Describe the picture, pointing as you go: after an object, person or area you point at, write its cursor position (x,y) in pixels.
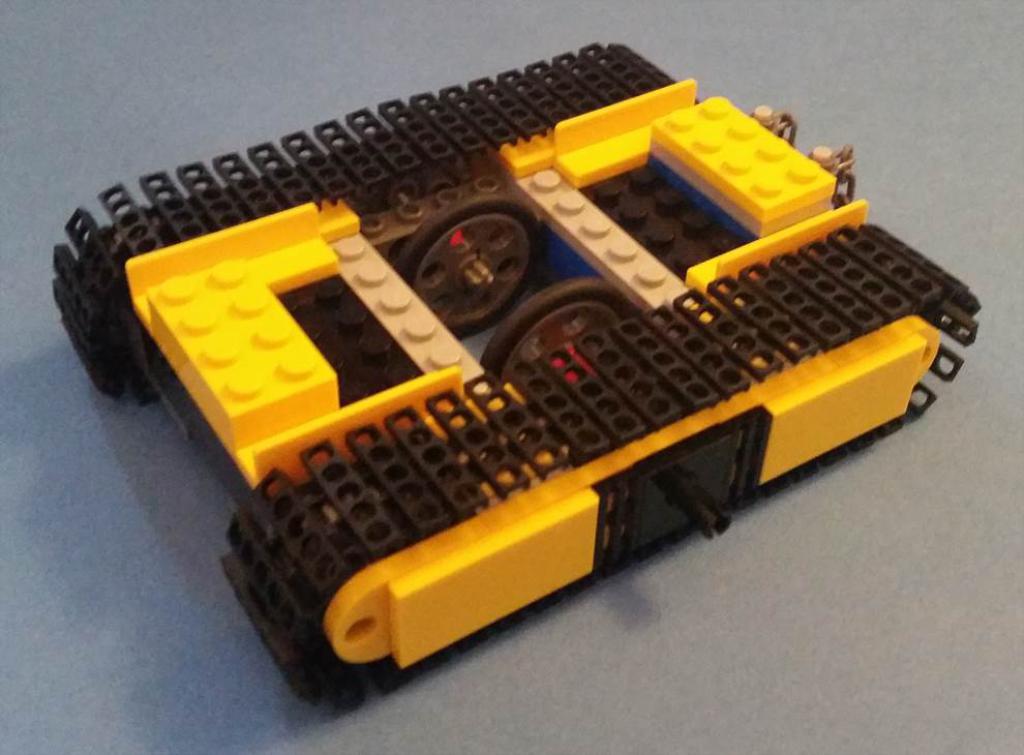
In this image I can see the vehicle (380,441) made of lego (434,375). It is on the ash color surface (681,625).
